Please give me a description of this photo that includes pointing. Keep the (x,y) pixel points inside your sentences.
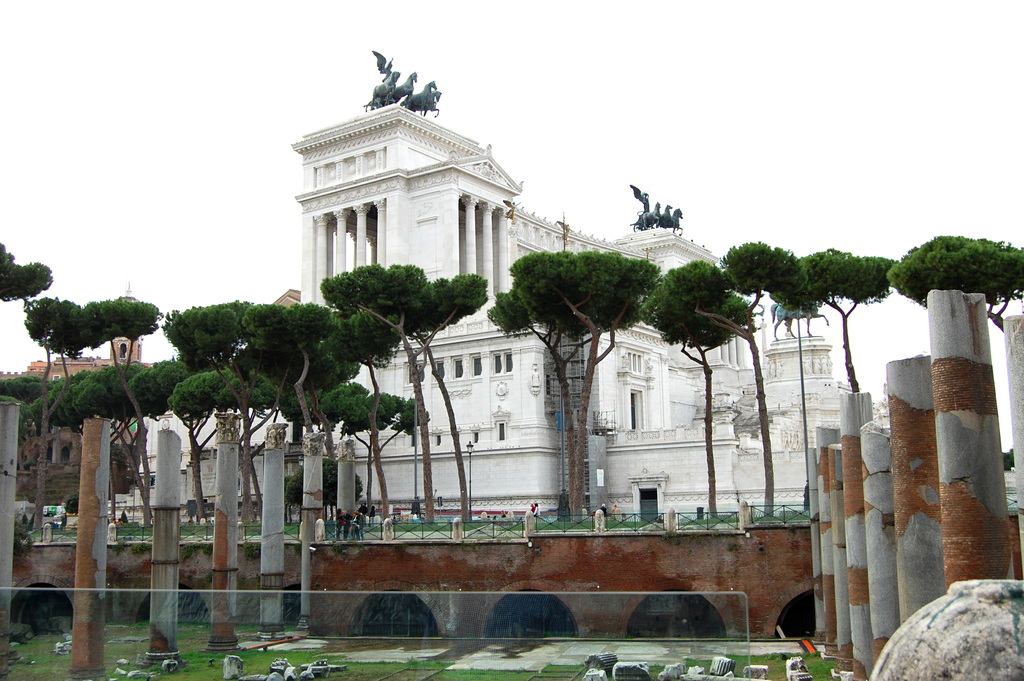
In this picture there are buildings (604,346) and there are statues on the building (373,162). In the foreground (959,323) there are trees (581,492) and there are group of people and there are pillars (969,564). At the top (249,86) there is sky (316,87). At the bottom (21,636) there is grass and there are objects (283,672).
